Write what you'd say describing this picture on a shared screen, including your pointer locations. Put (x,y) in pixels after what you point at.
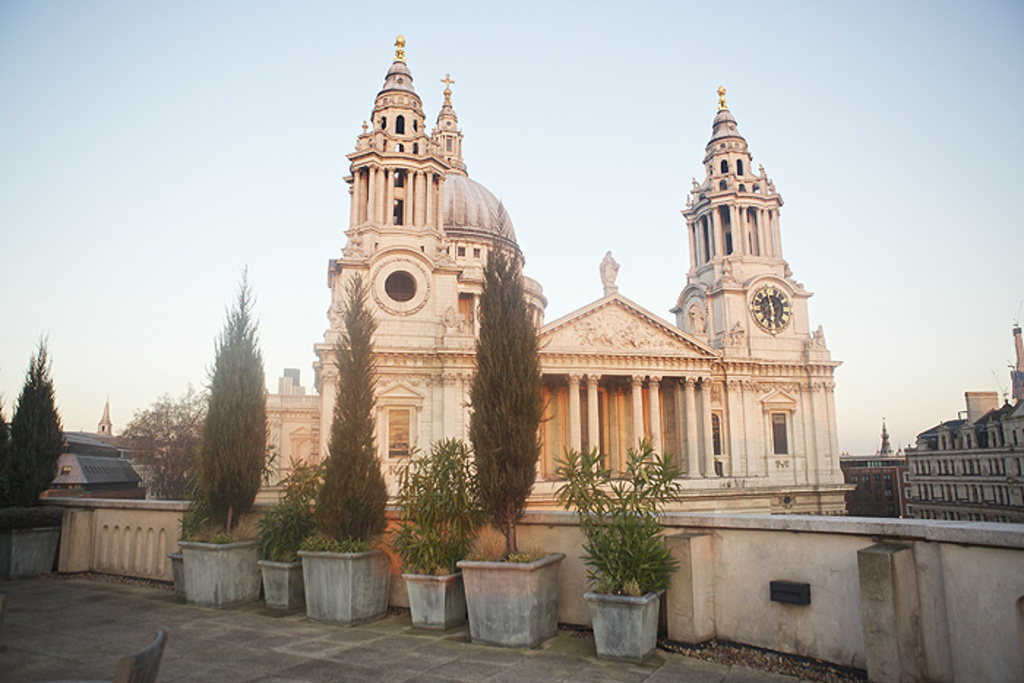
In this picture we can see house plants (36,409), wall (675,551), buildings (869,506), leaves (37,462) and statues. In the background of the image (848,233) we can see the sky (598,270).
